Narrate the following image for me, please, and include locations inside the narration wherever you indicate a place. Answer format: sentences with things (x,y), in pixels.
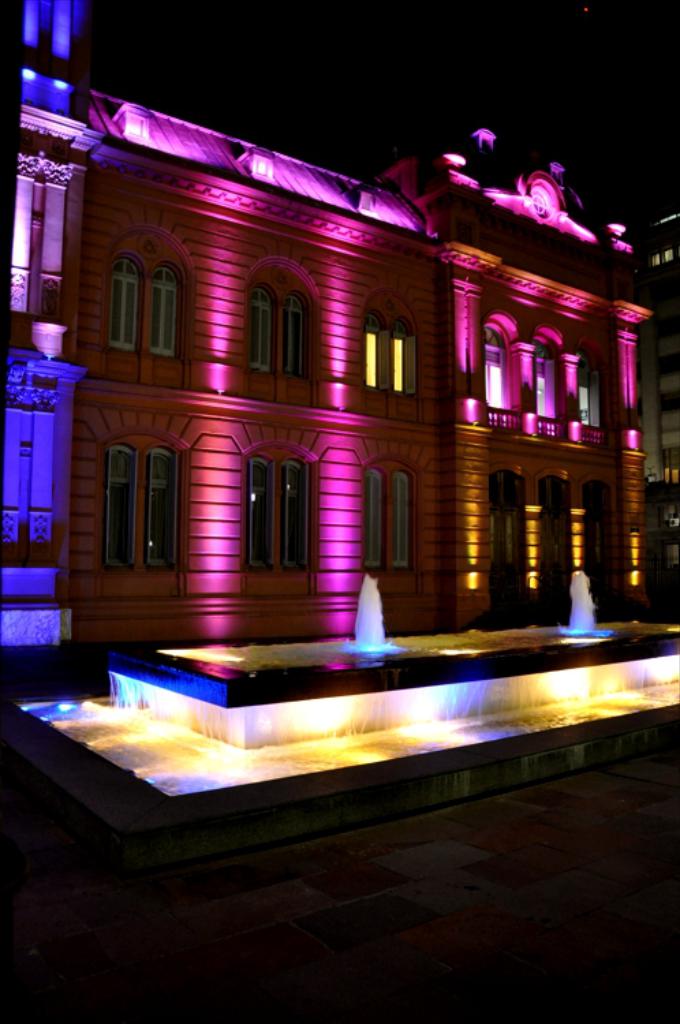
This image is taken during the night time. In this image we can see the buildings (268,342) with lighting (220,251). We can also see the water fountain (312,721) and also the path (60,1016).
